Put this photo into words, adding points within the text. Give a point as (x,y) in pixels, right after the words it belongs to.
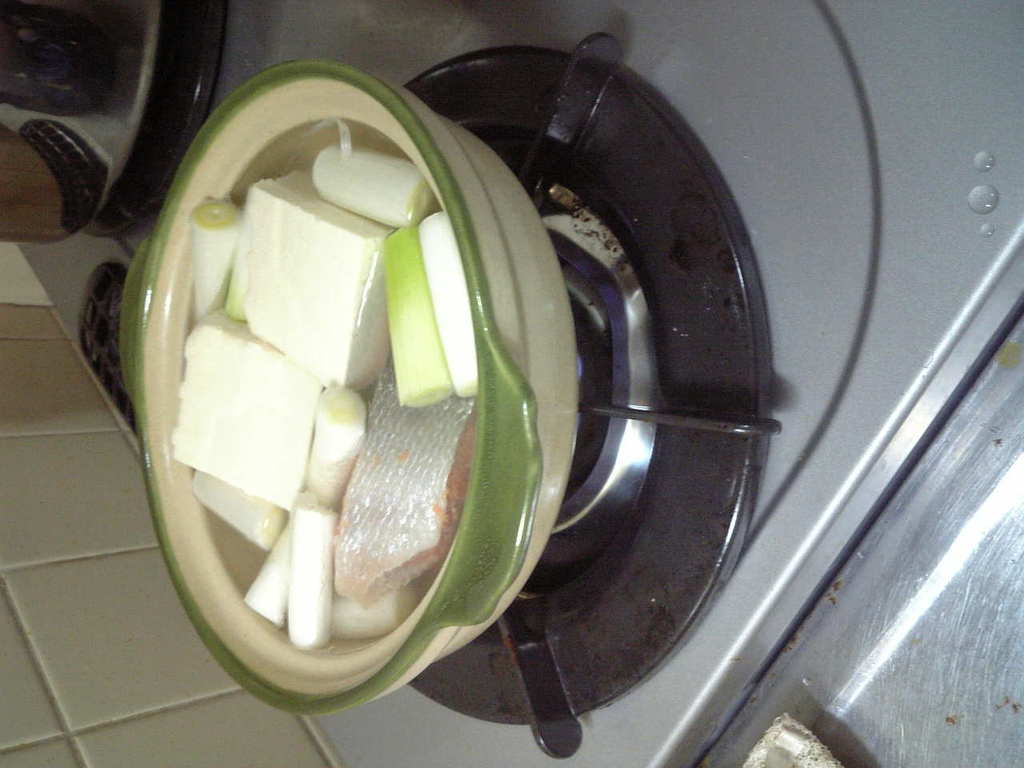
Here in this picture we can see a stove (565,528) present over a place (500,756) and on that we can see a bowl (466,553) filled with water (370,390) and some vegetables (217,257) present in it.
